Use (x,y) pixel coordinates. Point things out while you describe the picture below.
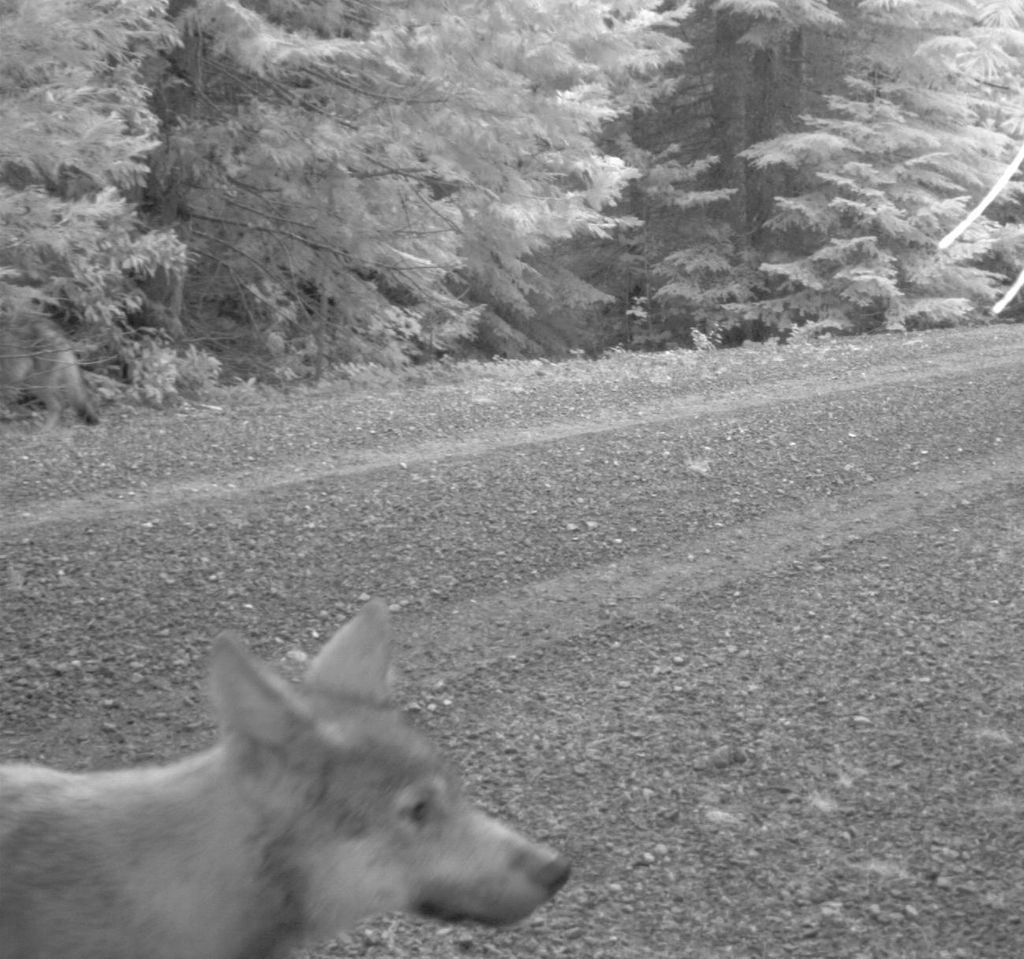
In this image, we can see a road (669,634). At the bottom (395,848), there is an animal (222,938). Top of the image (453,314), we can see so many trees (927,190) and plants (105,243).
